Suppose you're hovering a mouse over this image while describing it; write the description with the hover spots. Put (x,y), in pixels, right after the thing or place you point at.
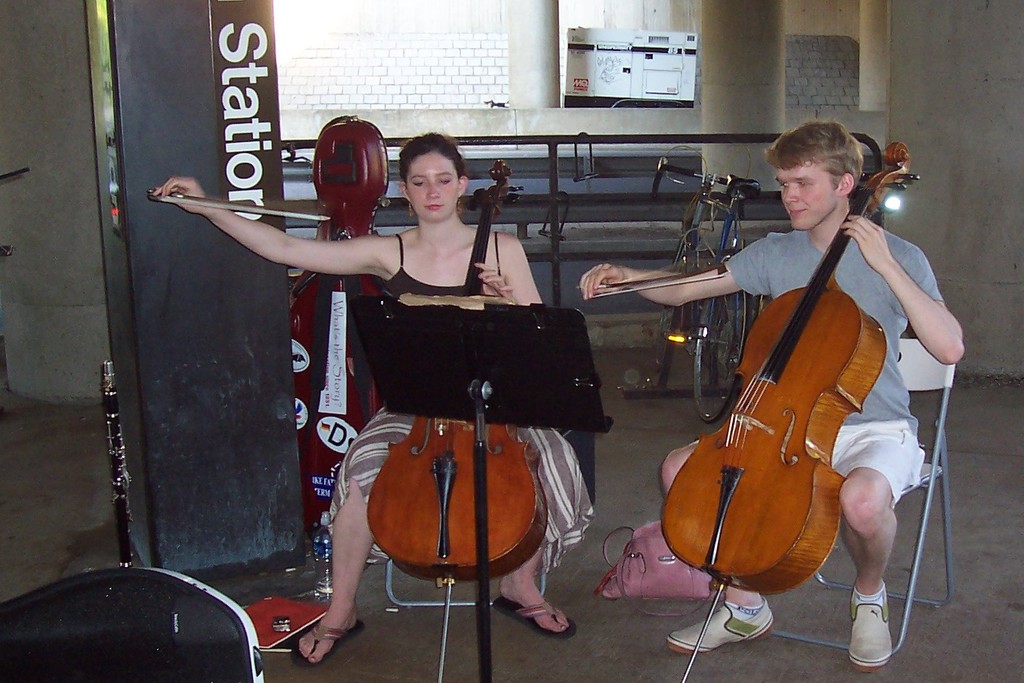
In this I can see a man (847,292) and a woman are sitting on chairs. They are playing musical instruments (465,486). Here I can see bicycle (695,242), a pillar (732,50) and a wall (988,129). On the left side (202,620) I can see some other objects (221,618) on the ground (616,461).
